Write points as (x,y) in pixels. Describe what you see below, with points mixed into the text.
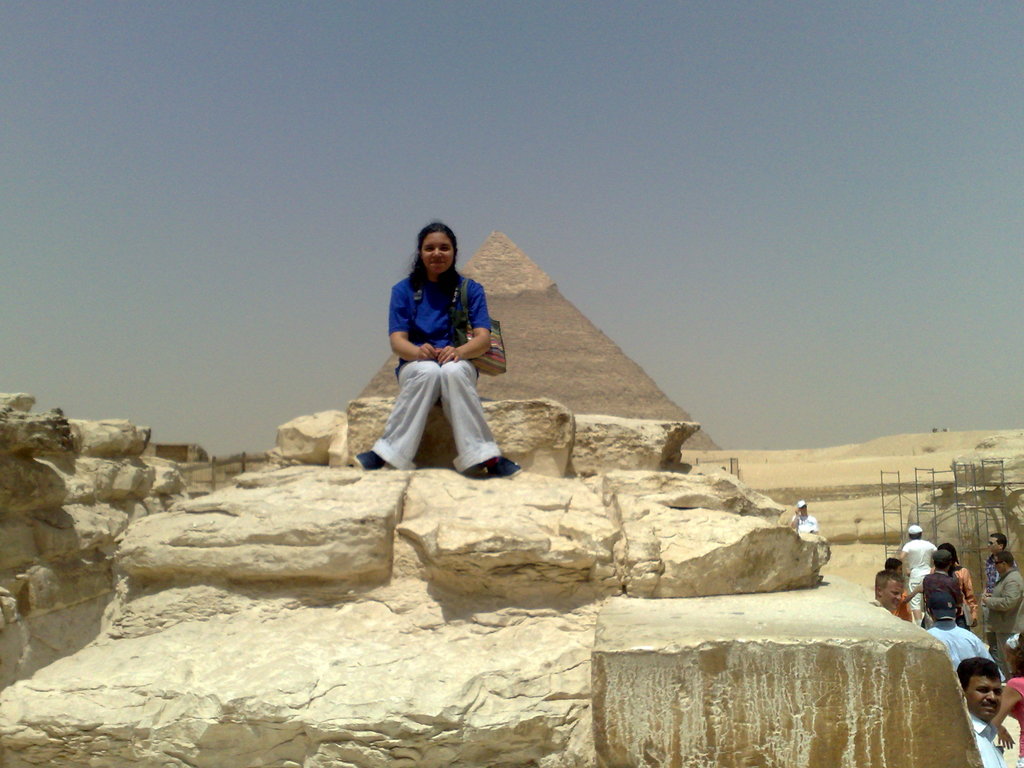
In this image, we can see a woman (450,411) is sitting on a stone (365,420) and smiling. On the right side (1022,714), we can see a group of people (1003,712) and rods (896,519). Background (599,398) we can see a pyramid (598,361) and clear sky (54,336).
